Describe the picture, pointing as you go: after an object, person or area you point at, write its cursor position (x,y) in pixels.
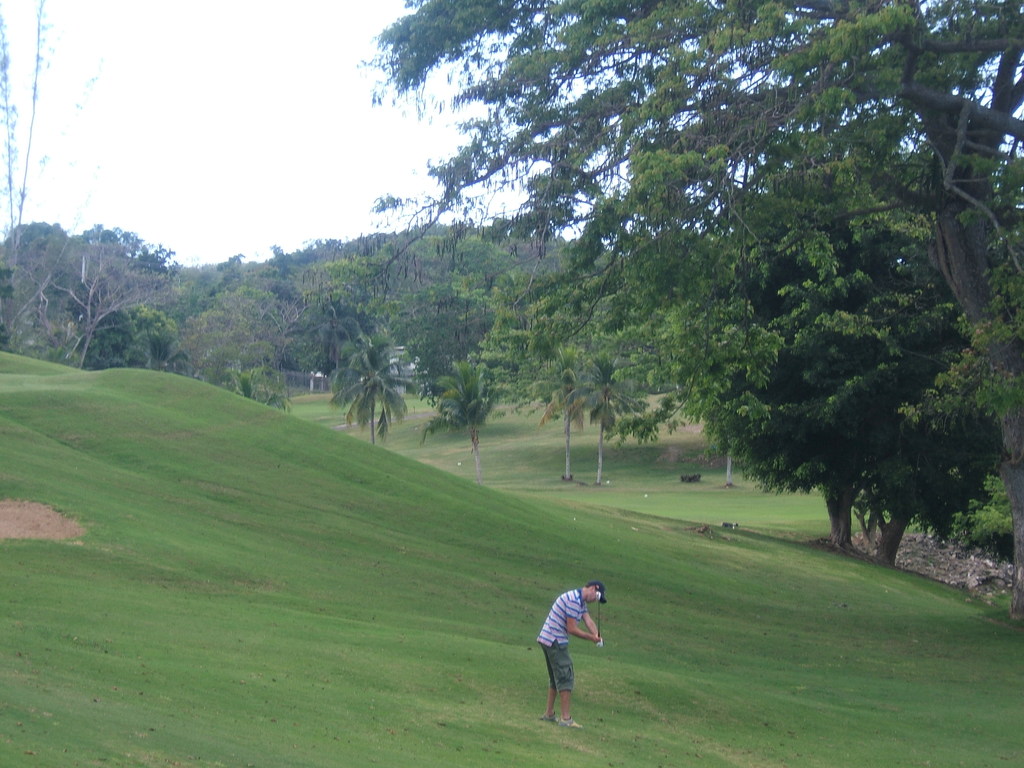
In this image, I can see a person (587,624) standing. I can see the trees (407,288) with branches (644,265) and leaves (810,314). This is the grass (336,577).
